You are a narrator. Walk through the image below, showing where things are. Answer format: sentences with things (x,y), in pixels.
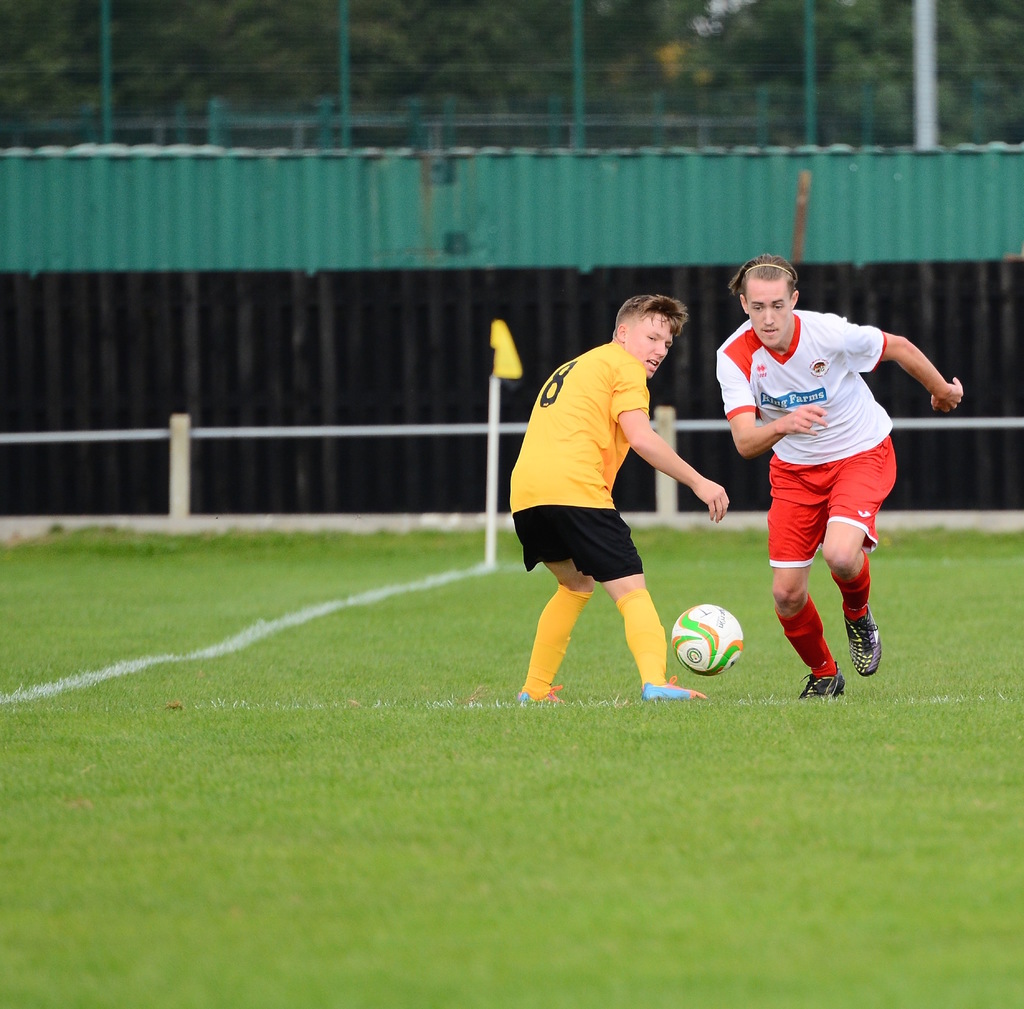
In this image I can see two people (561,562) are on the ground (518,707). These people (559,447) are wearing the yellow and black and red and white color dress (615,475). I can see there is a ball (718,656) on the ground (569,667). In the back (660,515) I can see the railing (149,436) and the green color wall (443,228). I can also see the trees (277,79) in the back (252,88).
